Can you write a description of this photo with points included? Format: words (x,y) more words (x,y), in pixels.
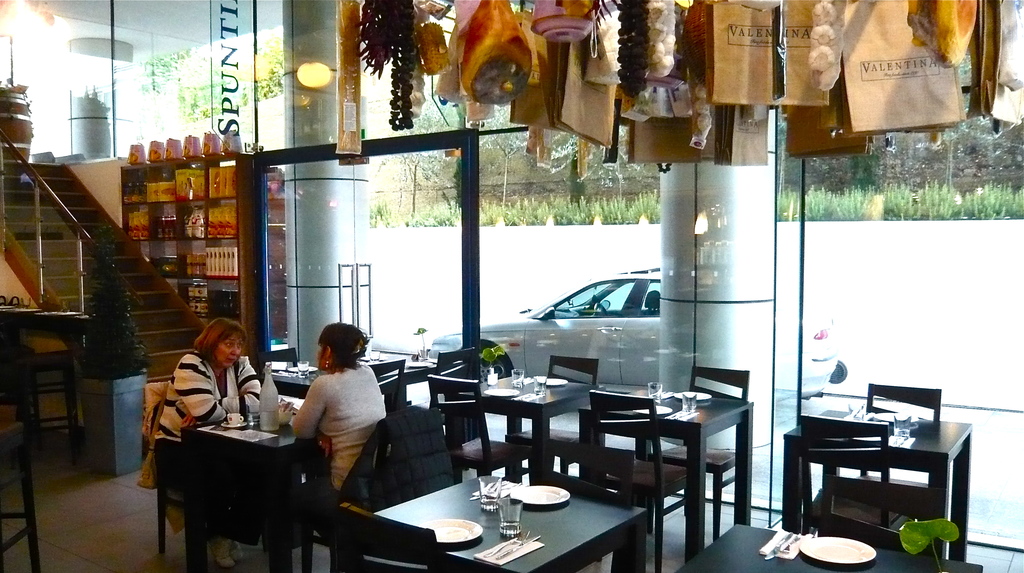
In this image we can see two women (317,421) are sitting on the chairs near table (251,458). We can see cups (239,413), bottles (262,417), glasses (488,501), plates (559,493), forks (508,546) and knife (521,544) on the tables (533,534). In the background (116,257) we can see stairs (127,273), plant (110,298), cupboards (165,247), glass door (479,250) and car (567,324).
